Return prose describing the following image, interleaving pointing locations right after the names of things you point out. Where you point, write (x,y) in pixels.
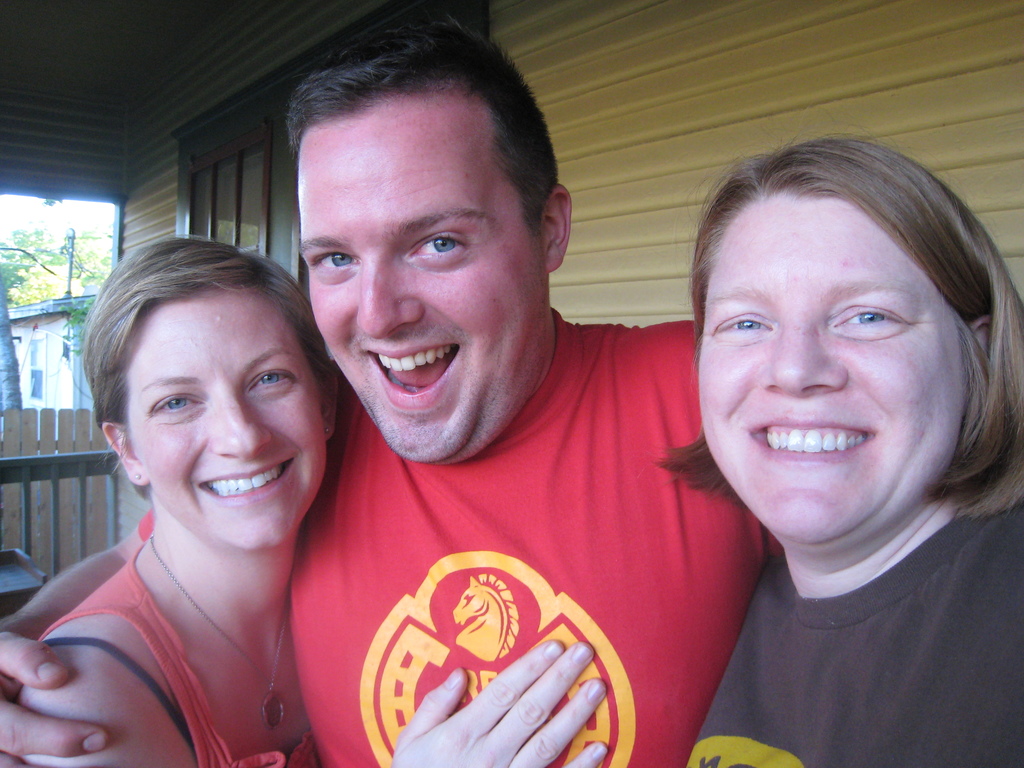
In this image we can see three people (476,515) standing in front of the building (654,86) and in the background (53,511) there are tree (16,300), fence (43,519), building (33,354) and a table (24,569).
